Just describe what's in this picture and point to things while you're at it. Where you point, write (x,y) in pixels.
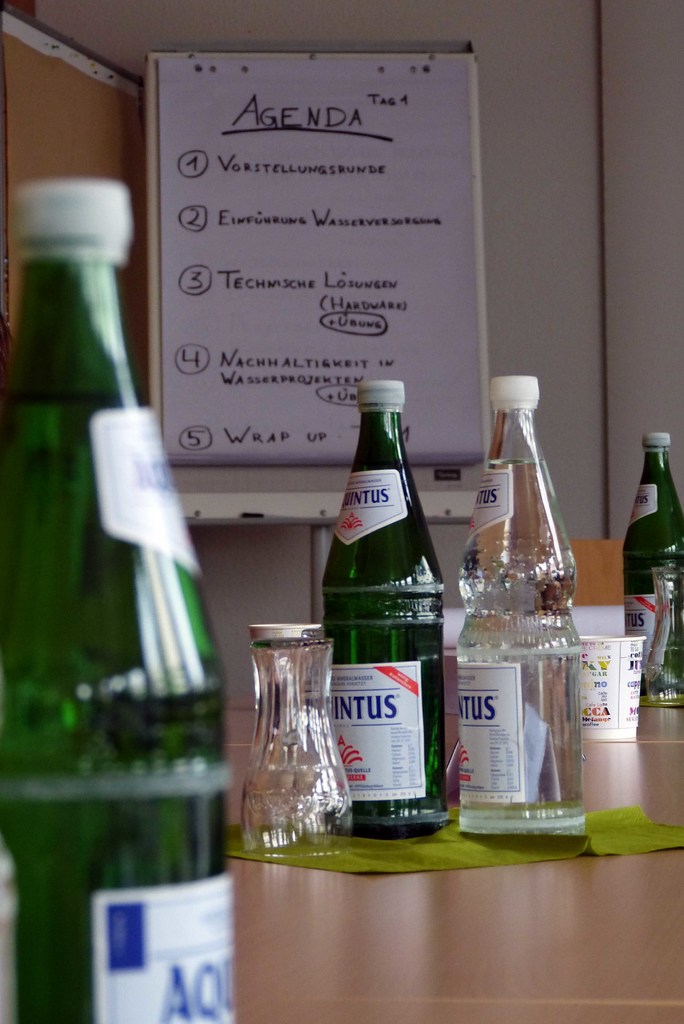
there are bottles (408,624) and glasses (313,766) on the table (322,877). the bottles (162,781) at the left (138,610) are green in color. behind the bottle (388,584) there is a white board (398,205) on which agenda is written.
